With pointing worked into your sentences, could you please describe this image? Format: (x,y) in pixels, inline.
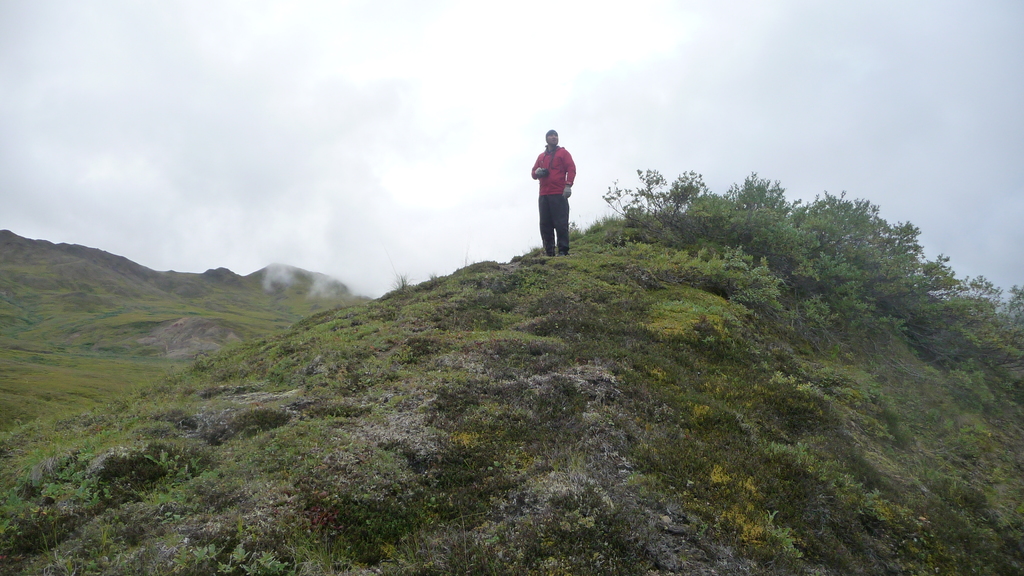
In this picture we can see a man (563,175) in the red jacket (557,169) is standing on the path (553,269) and behind the man (566,208) there are plants (732,234), fog (293,269), hills (270,280) and a sky (393,237).
